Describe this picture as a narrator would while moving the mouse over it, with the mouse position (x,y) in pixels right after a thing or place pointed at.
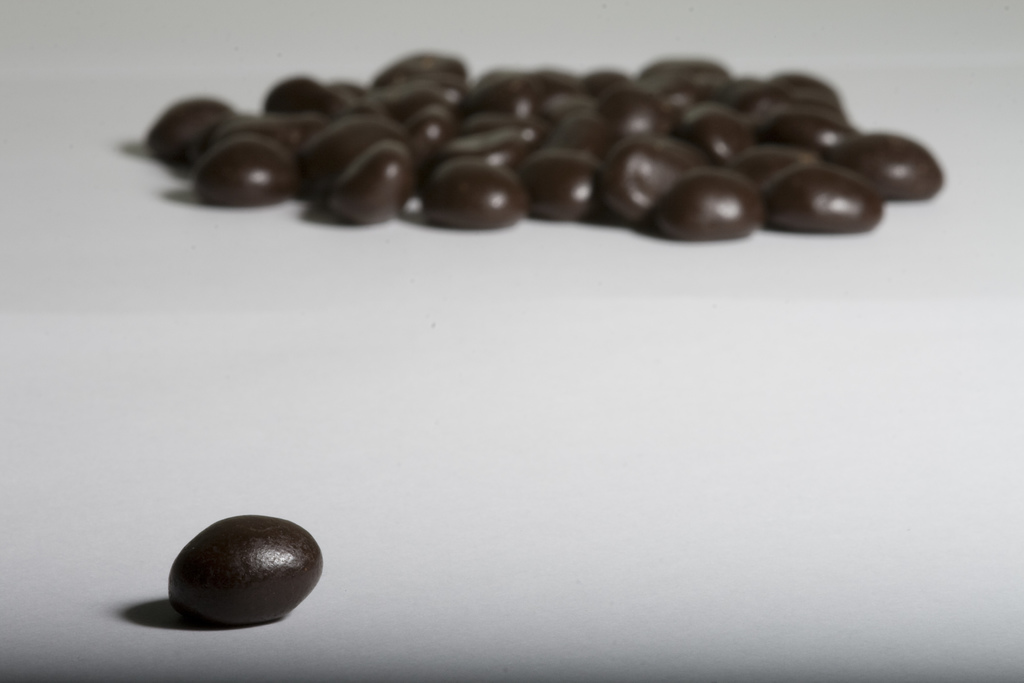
In this image I can see some black color objects (651,201) on a white color surface (478,245).
